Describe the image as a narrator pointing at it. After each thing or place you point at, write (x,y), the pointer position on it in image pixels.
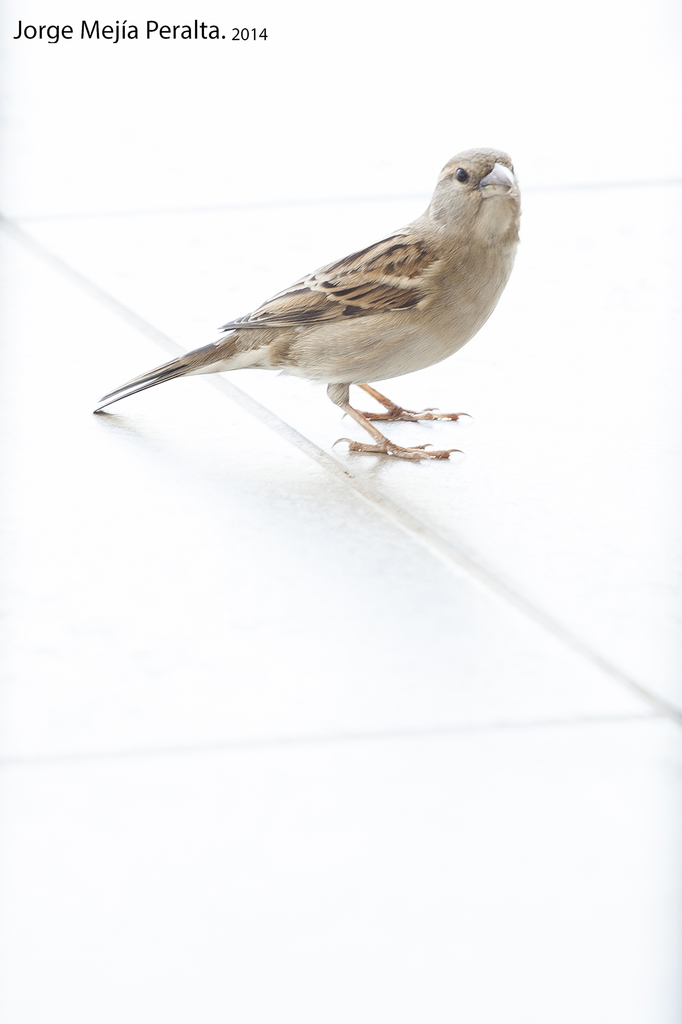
In this image, this looks like a bird (334,340), which is named as house sparrow (377,364). I think this is the floor (363,626), which is white in color. At the top left side of the image (189,34), I can see the watermark (104,31).
